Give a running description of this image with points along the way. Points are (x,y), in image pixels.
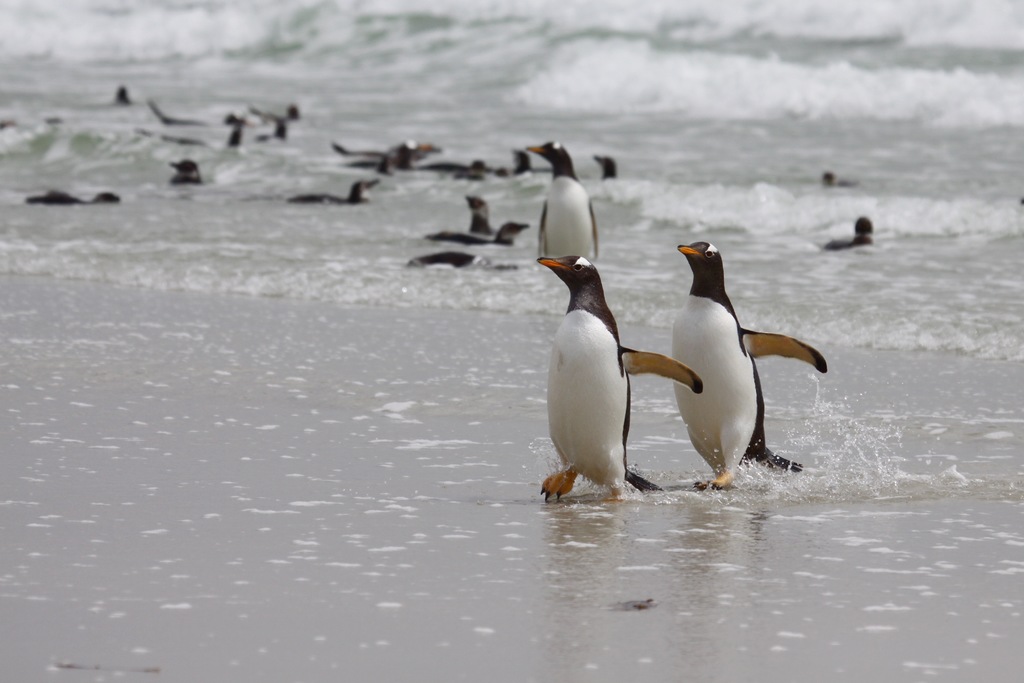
In this image we can see some penguins (564,448) in the water (348,382) and we can see the ocean (781,87).
